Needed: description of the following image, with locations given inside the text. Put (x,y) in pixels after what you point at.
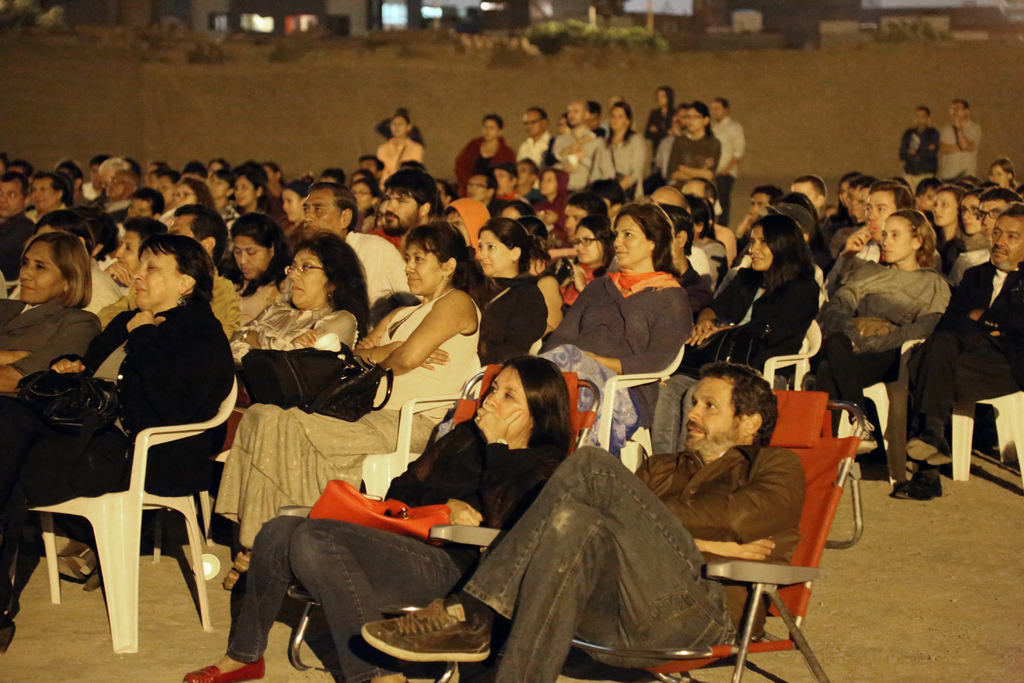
In this picture there are group of people (559,473) sitting and there are group of people (675,161) standing. At the back (334,18) there are buildings (967,13) and trees (213,51). At the bottom (925,576) there is a ground (982,550).
